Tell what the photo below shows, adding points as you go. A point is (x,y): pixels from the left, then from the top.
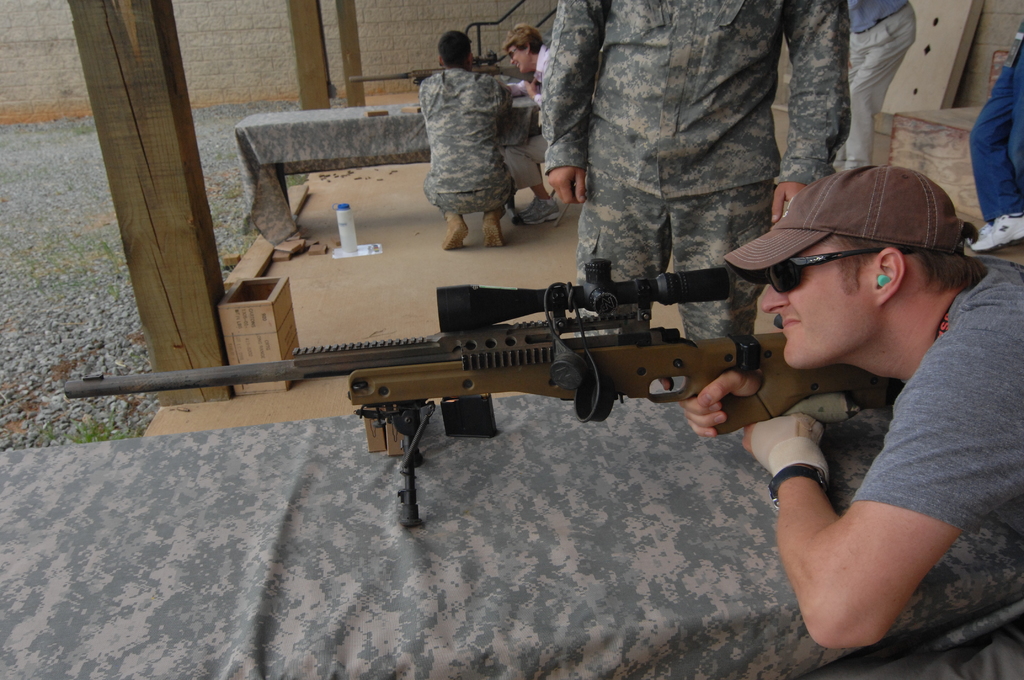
In this picture we can see two persons (810,351) in the front (731,328), a man (728,389) on the right side (894,448) is holding a gun (743,400), he wore a t-shirt (978,382), a cap (909,186), glasses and gloves (788,450), in the background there are four persons (992,101), we can see wooden pillars (132,205) here, there are some stones (85,199) here, there is a wall (12,40) here.
